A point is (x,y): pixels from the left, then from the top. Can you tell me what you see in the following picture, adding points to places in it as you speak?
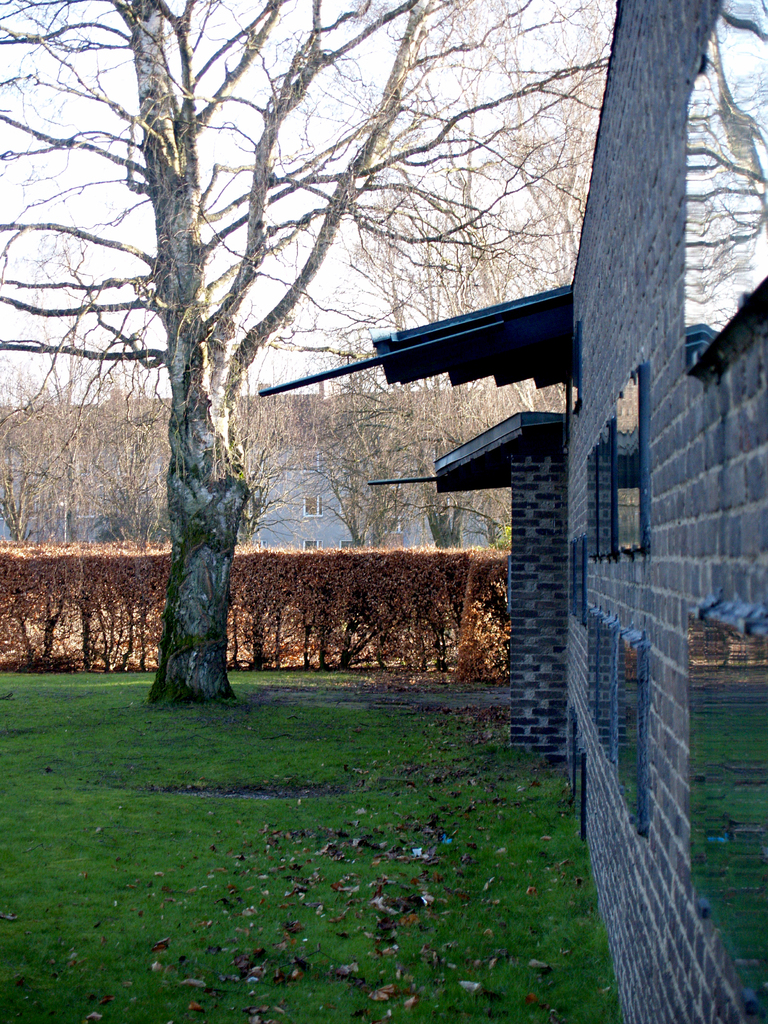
In this image we can see houses (442,489), there are trees (361,476), plants (453,642), there are reflections (720,707) of trees (724,280) and grass (741,742) in the windows (734,294), there are leaves (363,847) on the ground (361,818), also we can see the sky (363,142).
